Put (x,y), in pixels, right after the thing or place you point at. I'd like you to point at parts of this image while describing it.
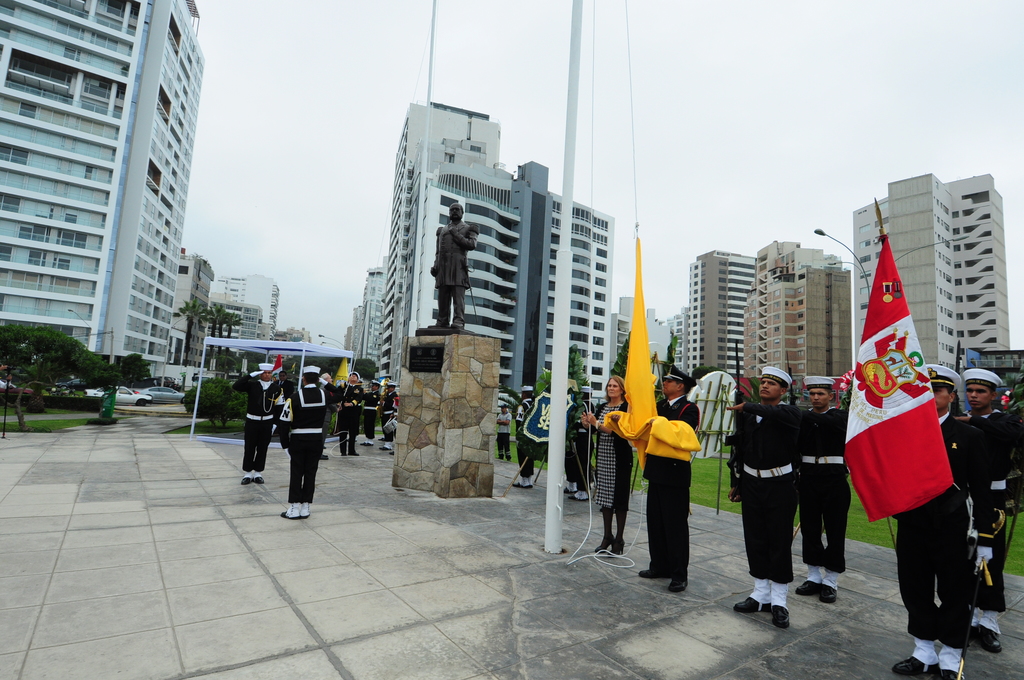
In the picture we can see a path (625,650) with tiles (61,505) on it, we can see some people (984,466) are standing holding two flags (886,395) and near to them, we can see a pole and a man sculpture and beside it also we can see some people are standing at the uniforms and behind them, we can see a tent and behind it we can see some plants (30,341) and in the background (2,299) we can see some tower buildings (55,266) with many floors (981,344) and behind it we can see a sky (648,270).
